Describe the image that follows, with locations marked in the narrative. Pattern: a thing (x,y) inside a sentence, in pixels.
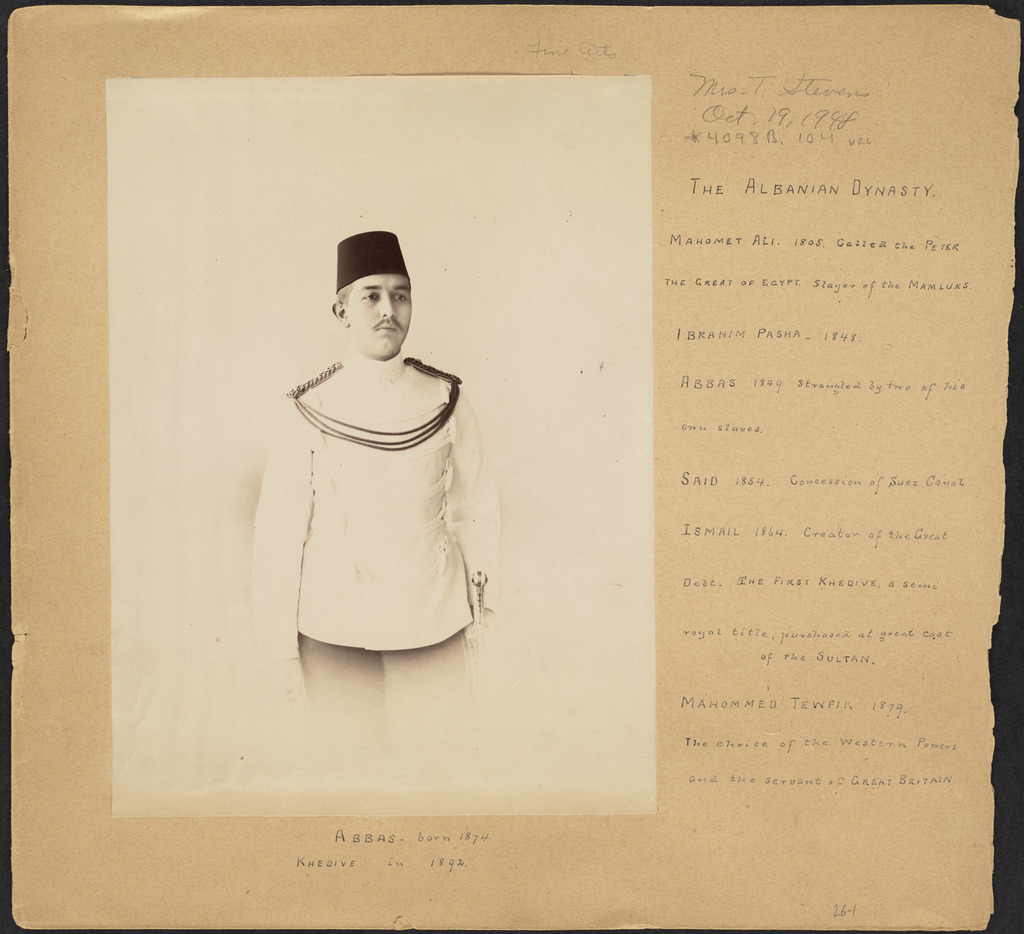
In this image, we can see an article (776,74) on the paper (756,58). In this image, we can see the photo (396,457) of a person (442,535). This paper (74,498) is placed on the surface (762,933).
